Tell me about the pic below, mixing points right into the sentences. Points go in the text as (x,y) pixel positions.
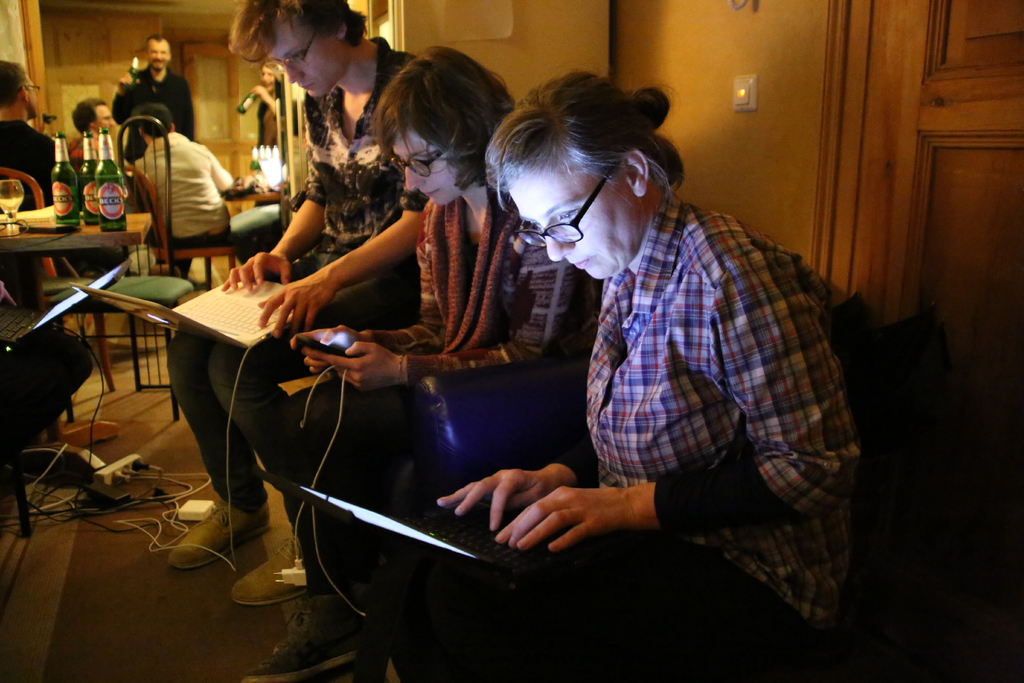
In this image there are few persons (418,256) sitting and operating the laptop (502,526), at the back ground (103,179) i can see few bottles (75,176) on a table (82,241) and few people (182,163) are sitting and a wooden door (195,101).
